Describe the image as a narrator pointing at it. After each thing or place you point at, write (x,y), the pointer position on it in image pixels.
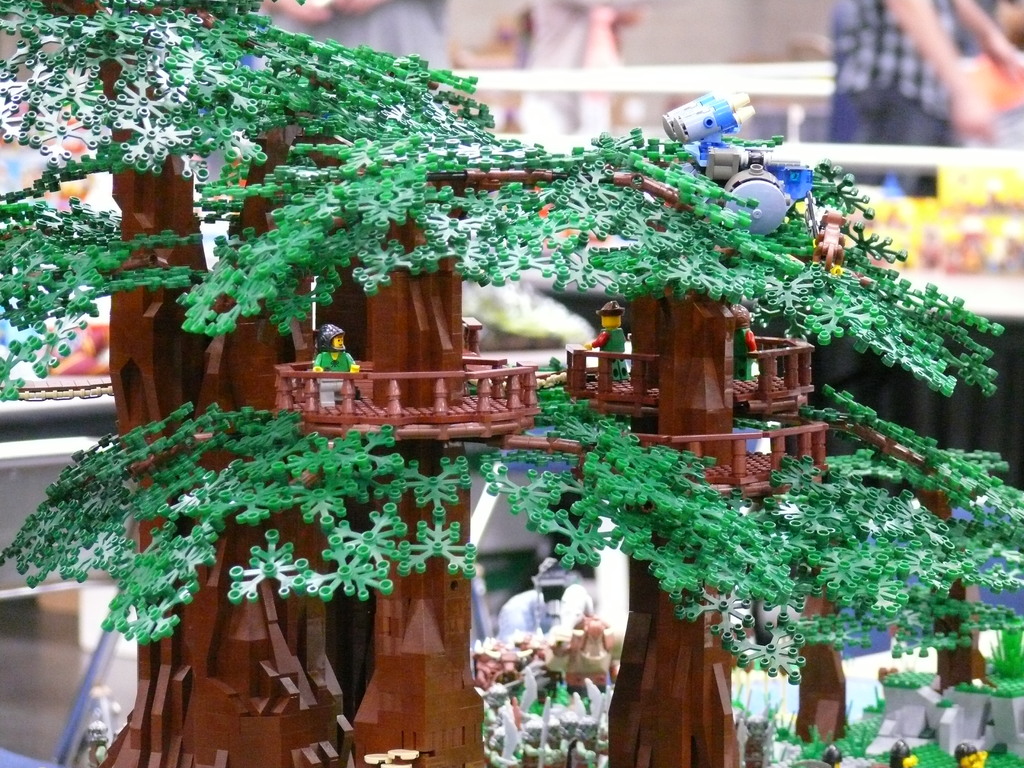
In this image, we can see toys (813,276). Background (1011,102) there is a blur view. Here we can see few people (1006,73).
